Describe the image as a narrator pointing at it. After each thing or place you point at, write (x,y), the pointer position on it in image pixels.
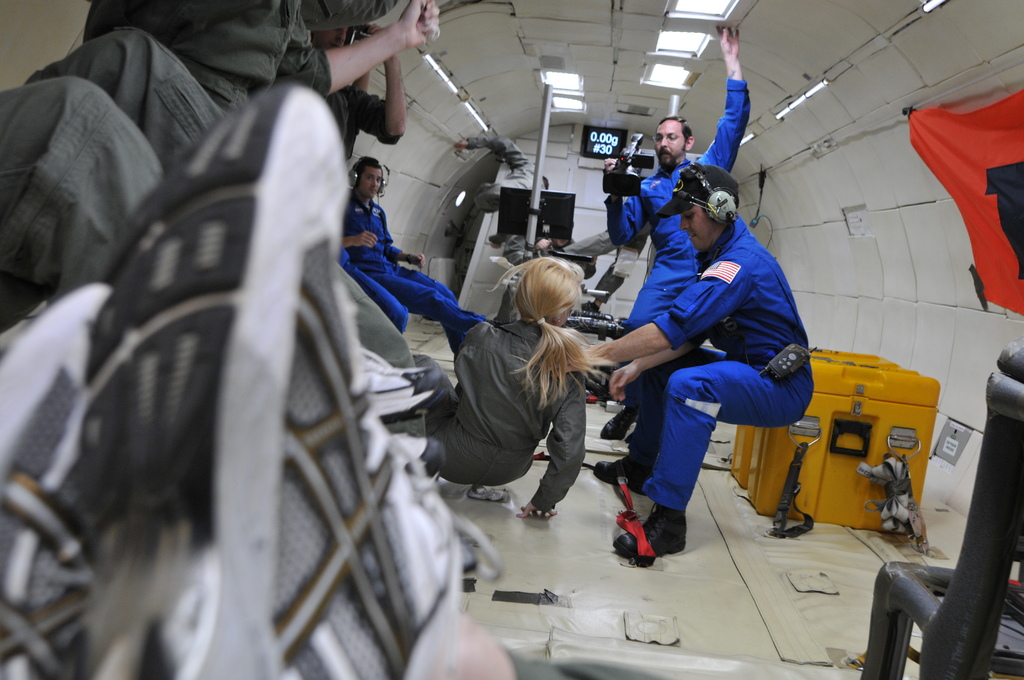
In this image we can see an inside view of an aircraft (578,192). There are few people (476,344). Some are wearing headsets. There are boxes (841,404). And there is a person (629,216) holding a video camera (638,154). On the ceiling (603,55) there are lights (694,8). Also there is a screen (609,137). In the back (533,204) there is a pole (535,221) and there is a television (550,210).
